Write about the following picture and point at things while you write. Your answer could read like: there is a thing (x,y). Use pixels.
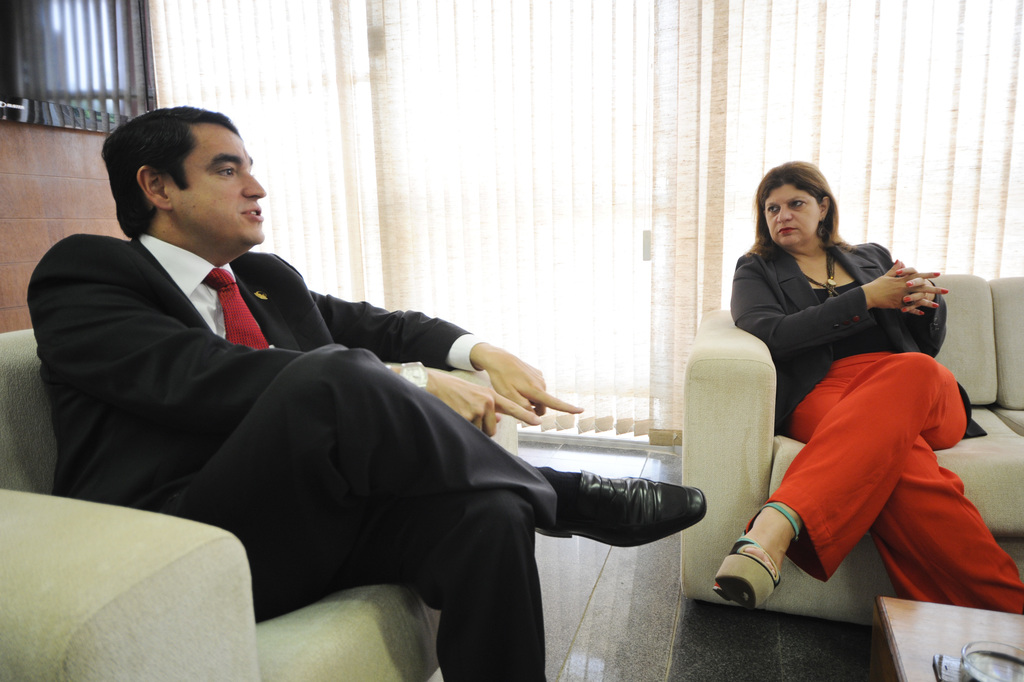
A man (83,309) is sitting in sofa (166,528) and speaking. And a woman (830,342) beside him is listening to him.
